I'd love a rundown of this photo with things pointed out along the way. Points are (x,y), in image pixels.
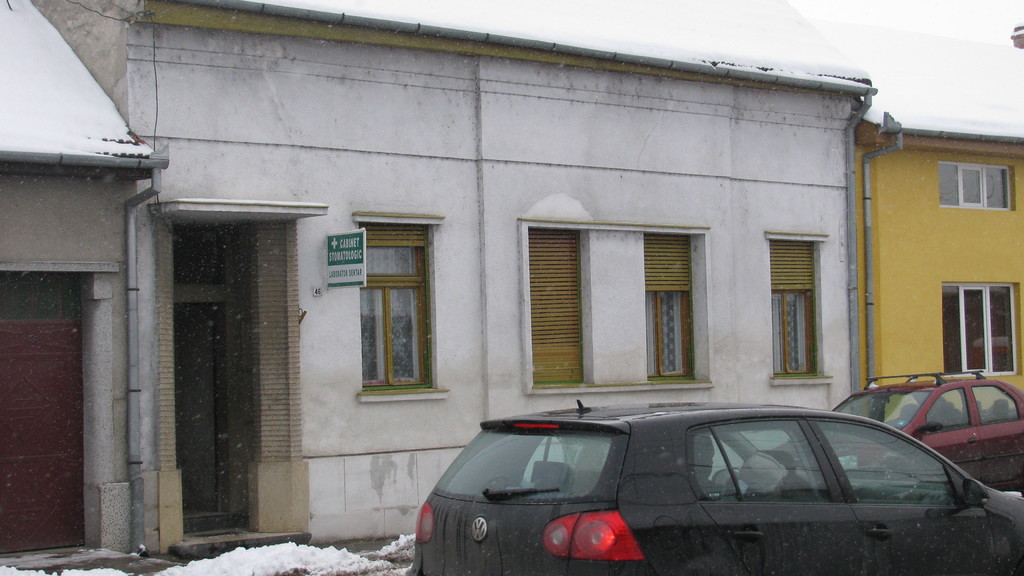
In the picture we can see the house (768,278) with windows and a door (225,442) and beside it, we can see a part of the house (957,260) with a window (951,303) and near it, we can see two cars (928,396) and a part of the snow (304,547) on the path (270,545).
